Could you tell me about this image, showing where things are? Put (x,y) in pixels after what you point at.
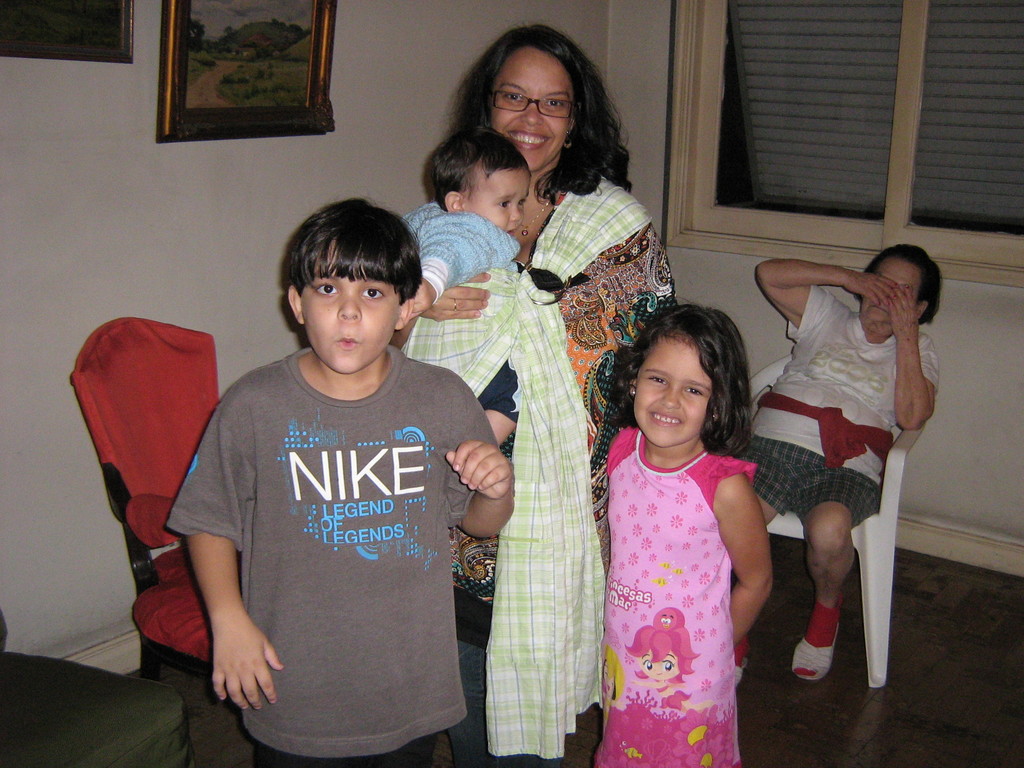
In this image we can see people (585,486). In the background of the image (79,96) there is a wall (98,286), chairs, frame (247,21), windows (711,88) and other objects (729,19). On the left side of the image (119,693) there is an object (119,719).
